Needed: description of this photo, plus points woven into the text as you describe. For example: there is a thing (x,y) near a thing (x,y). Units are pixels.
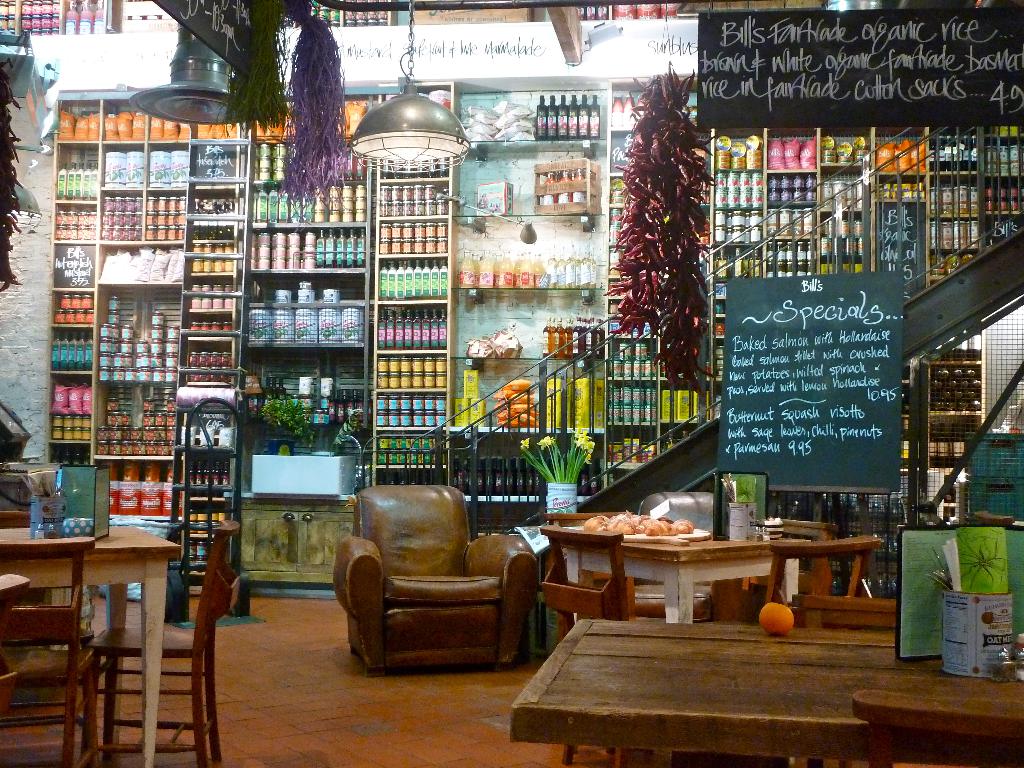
In this picture there is a shelf (412,350) in which several items (423,283) were placed. Some of them were bottles (405,333). Some of them were tins (139,359). There is a board (830,378) here. We can observe a sofa (412,563) and a table (663,571). In the left side (100,545) there is a dining table (16,534). There is a light (408,130). In the right side (692,650) there is a table (714,684) on which some tins (943,627) and fruits (768,630) were placed.
